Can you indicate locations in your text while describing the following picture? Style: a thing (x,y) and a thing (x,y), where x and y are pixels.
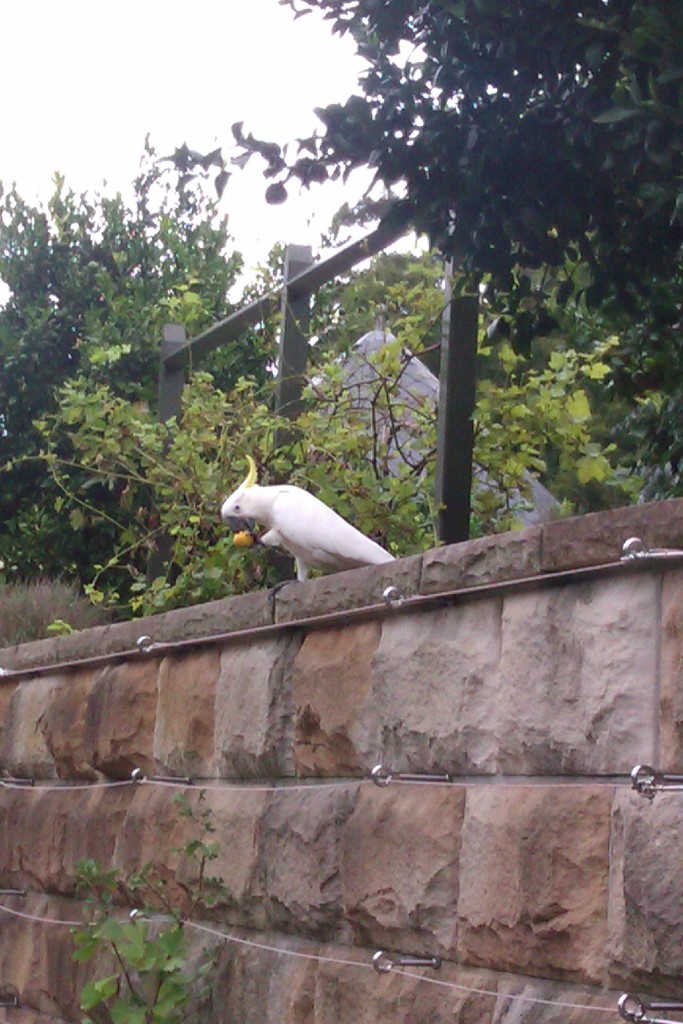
In this image in the center (344,616) there is a wall (337,642), on the wall (602,585) there is some animal (289,523) and at the bottom (116,924) there is plant (180,925) and in the background (276,426) there are poles (295,311), house (410,372) and trees (323,148). At the top (218,102) there is sky (180,42).
